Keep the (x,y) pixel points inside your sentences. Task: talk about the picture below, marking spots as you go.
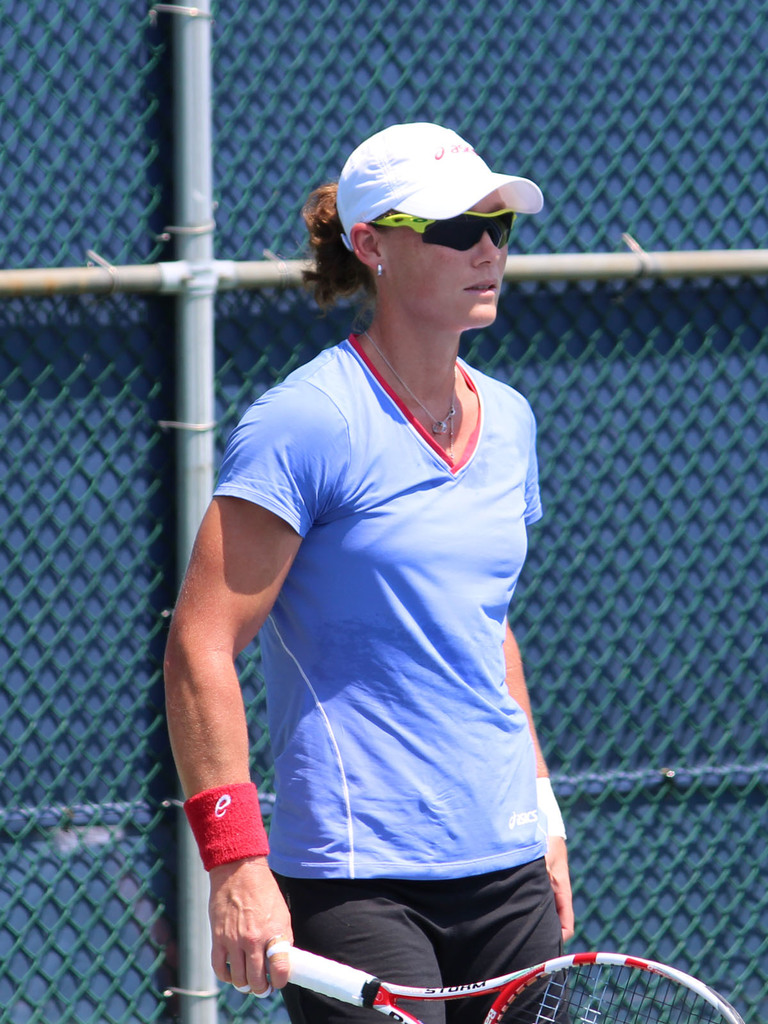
In the middle of the image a woman (437,149) is standing and holding a tennis racket (676,971). Behind her there is a fencing (50,636).
